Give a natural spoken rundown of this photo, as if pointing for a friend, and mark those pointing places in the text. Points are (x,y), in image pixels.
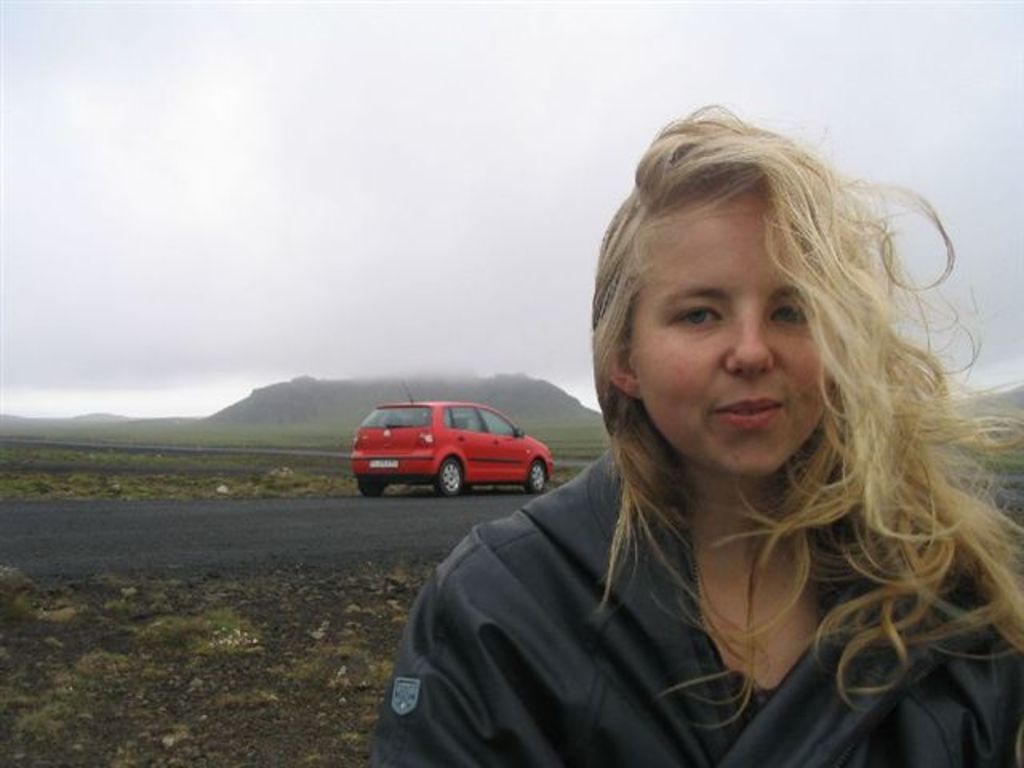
In this picture there is a woman (689,529) who is wearing jacket (884,739) and she is smiling. In the back (507,467) there is a red car (500,448) which is parked on the road (410,498). In the background (581,465) I can see the farmland (577,423) and mountains (502,405). At the top (394,69) I can see the sky (400,62) and clouds (358,88).
